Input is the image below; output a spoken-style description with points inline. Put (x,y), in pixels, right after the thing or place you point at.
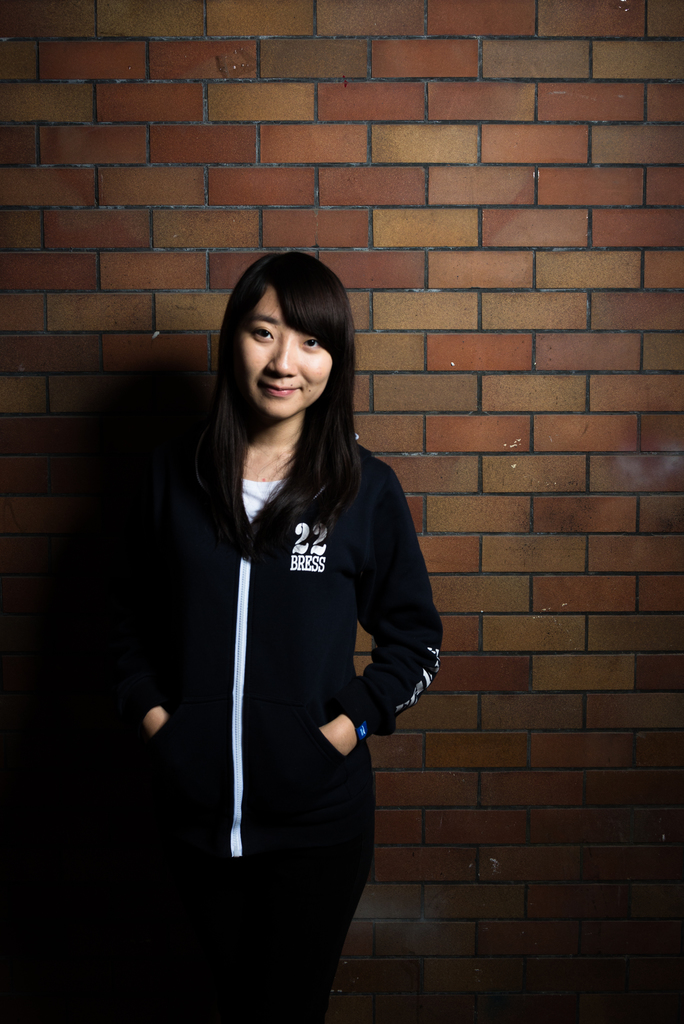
In this picture, we can see a lady (230,473) standing and we can see the wall (572,350) with brick design (572,426).
